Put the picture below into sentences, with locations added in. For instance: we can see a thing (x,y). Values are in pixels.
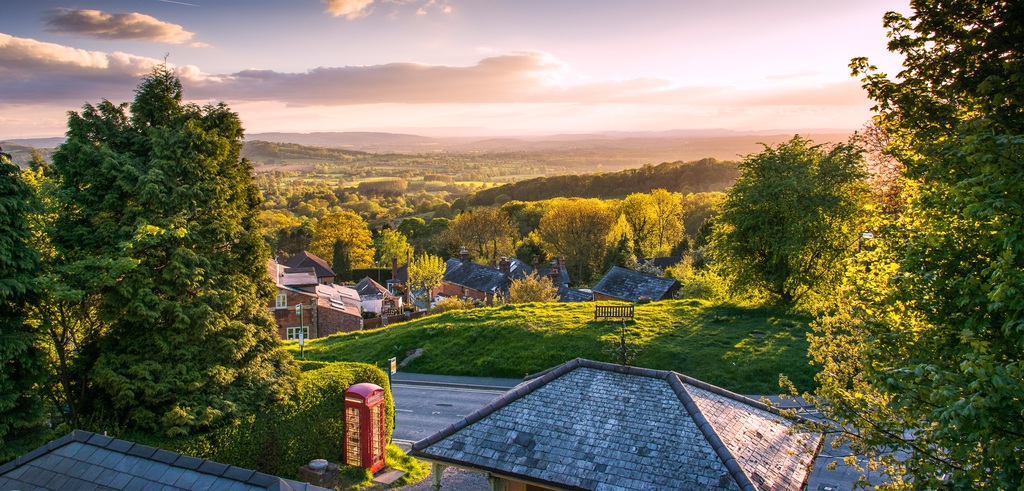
In the image there are a lot of trees (527,230) and houses (515,278), it is a beautiful view in the morning.
